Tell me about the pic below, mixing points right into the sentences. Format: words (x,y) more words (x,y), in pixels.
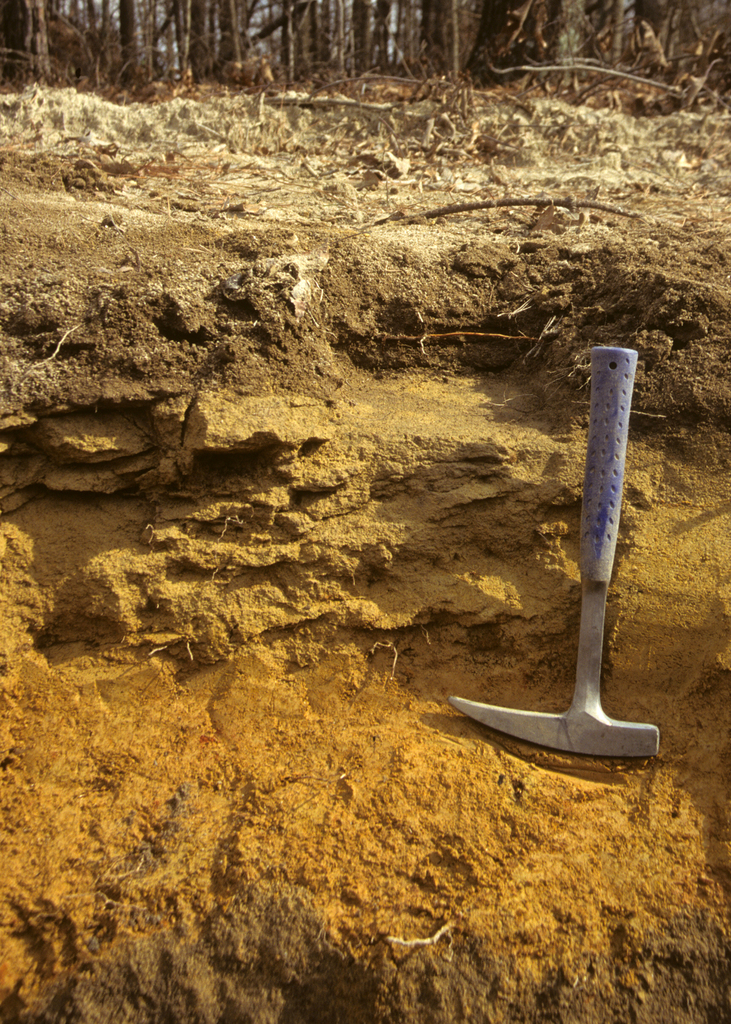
In this image on the right side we can see a tool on the ground (259,424). In the background (377,167) at the top (340,123) we can see leaves (346,151) and sticks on the ground (569,823).
